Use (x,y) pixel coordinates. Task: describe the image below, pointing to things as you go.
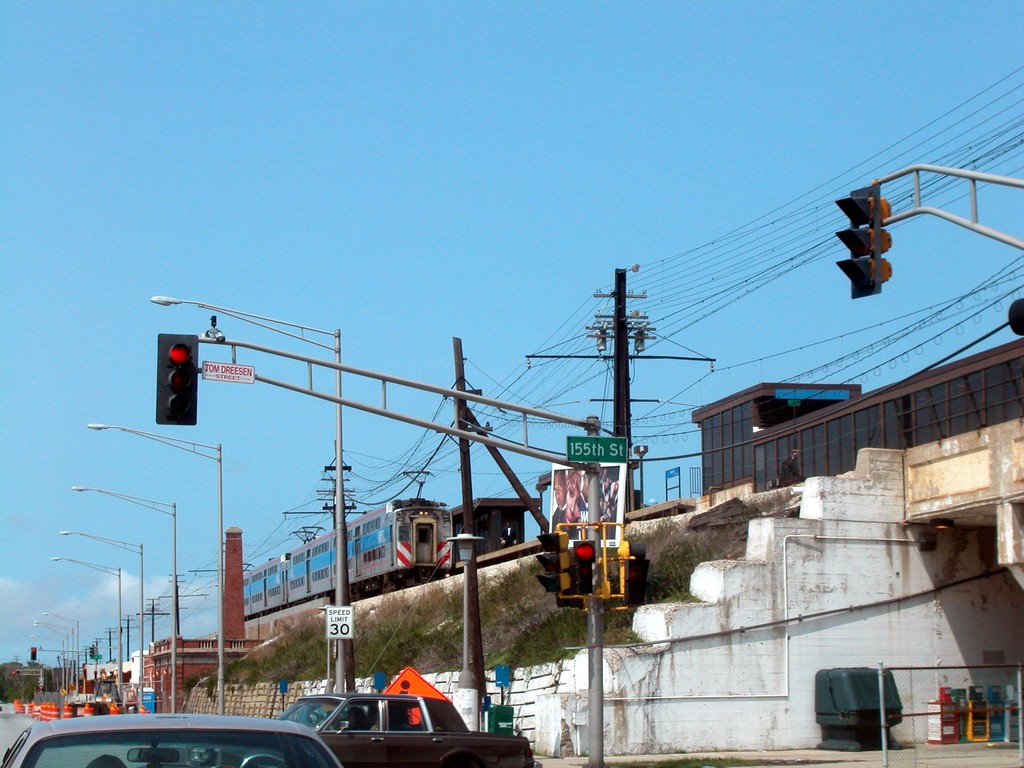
In this image I can see few vehicles (490,766), light poles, traffic signals (575,601) and I can also see the train (409,530). In the background (462,200) the sky (462,200) is in blue color.
